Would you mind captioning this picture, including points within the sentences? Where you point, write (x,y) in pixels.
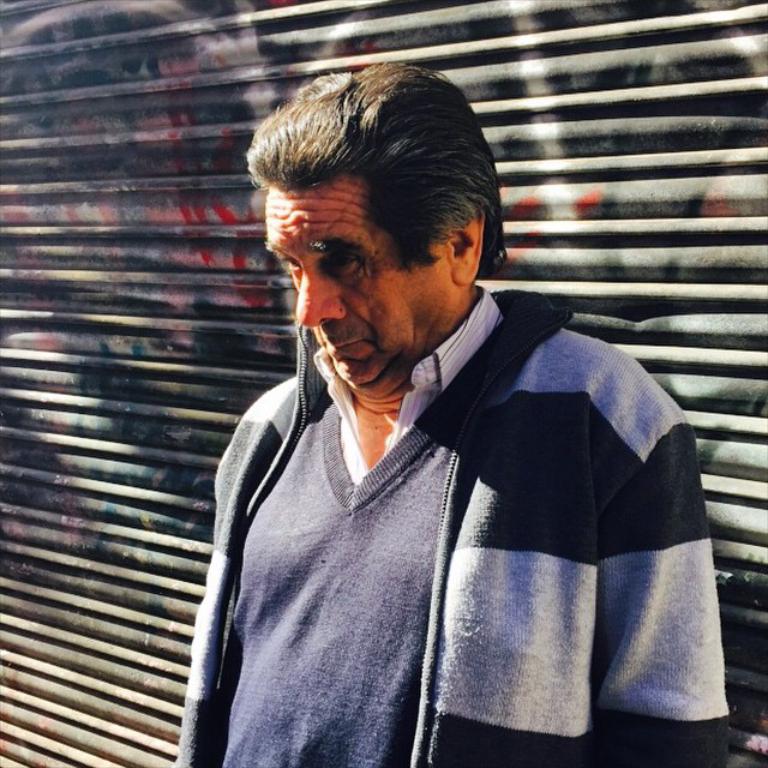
In this image, we can see a man (512,576) standing, in the background (320,17), we can see a shutter (317,58).
